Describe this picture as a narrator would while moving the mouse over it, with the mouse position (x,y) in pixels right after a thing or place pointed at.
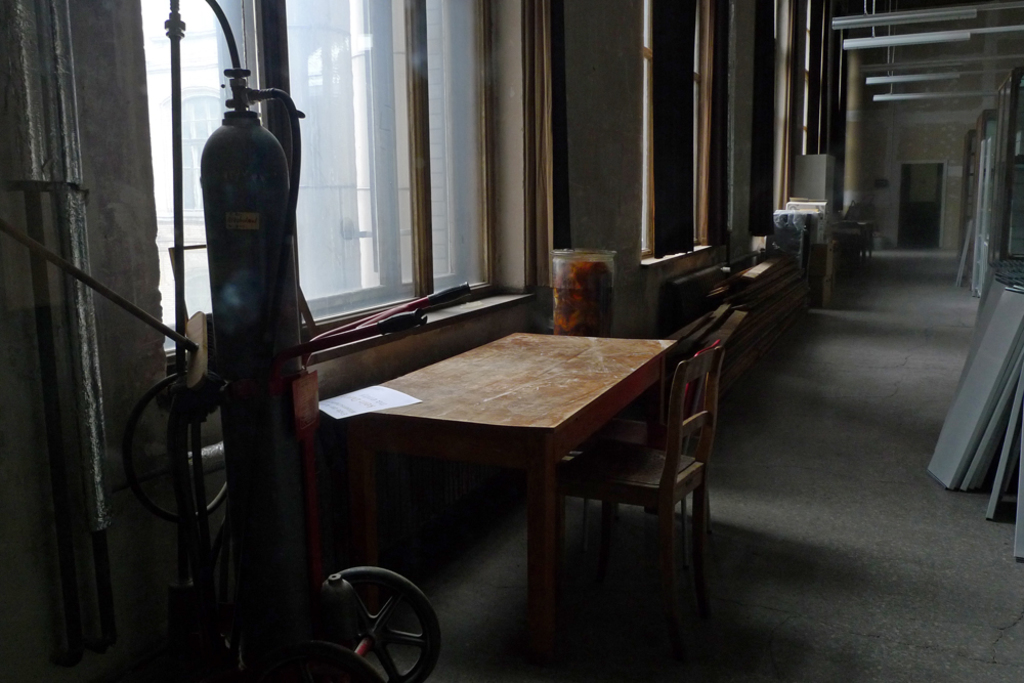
A chair (646,492) and table (605,379) are located beside a window (454,254). There is a gas cylinder (220,178) on wheels (314,649) beside the table (421,452). The hall (407,469) is very big with windows (698,175) on a side.
